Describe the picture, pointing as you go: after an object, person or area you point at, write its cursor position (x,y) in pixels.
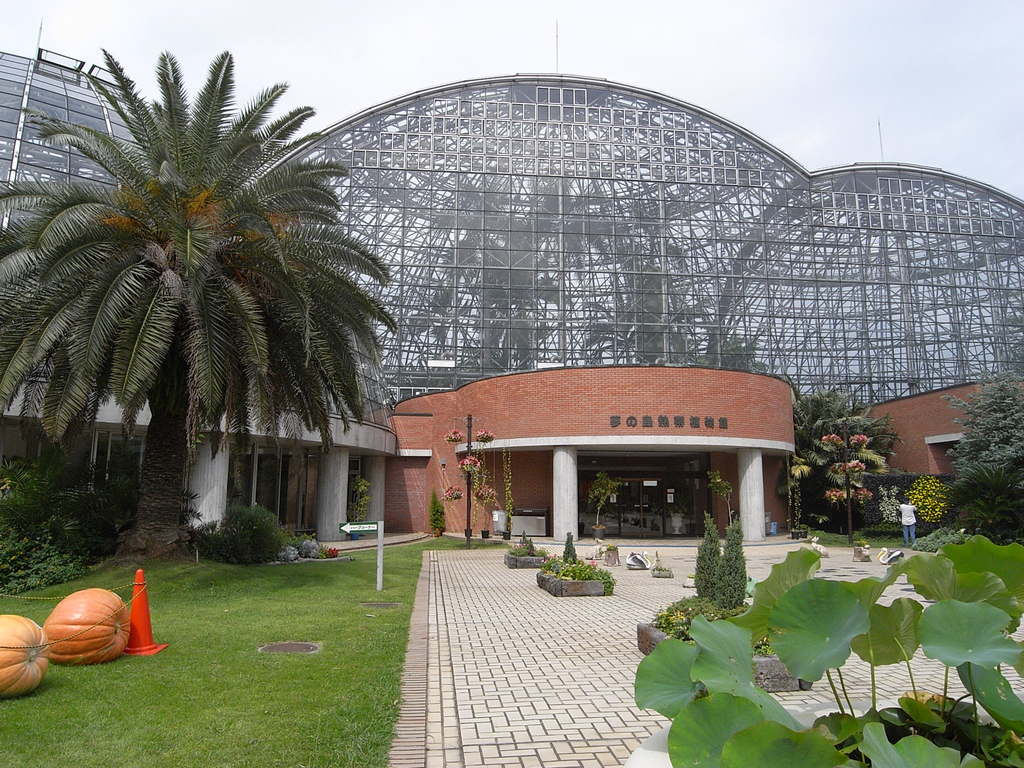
In this image I can see grass (322,568) and number of plants (798,741) in the front (981,658). In the background (970,488) I can see few buildings (351,486), few trees (40,253) and the sky (346,82). In the centre of this image (643,416) I can see something is written on the building (688,452). On the left side of this image (108,610) I can see few orange colour things (89,651), few poles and an orange colour cone (131,623). On the right side of this image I can see a person (905,507) is standing.
